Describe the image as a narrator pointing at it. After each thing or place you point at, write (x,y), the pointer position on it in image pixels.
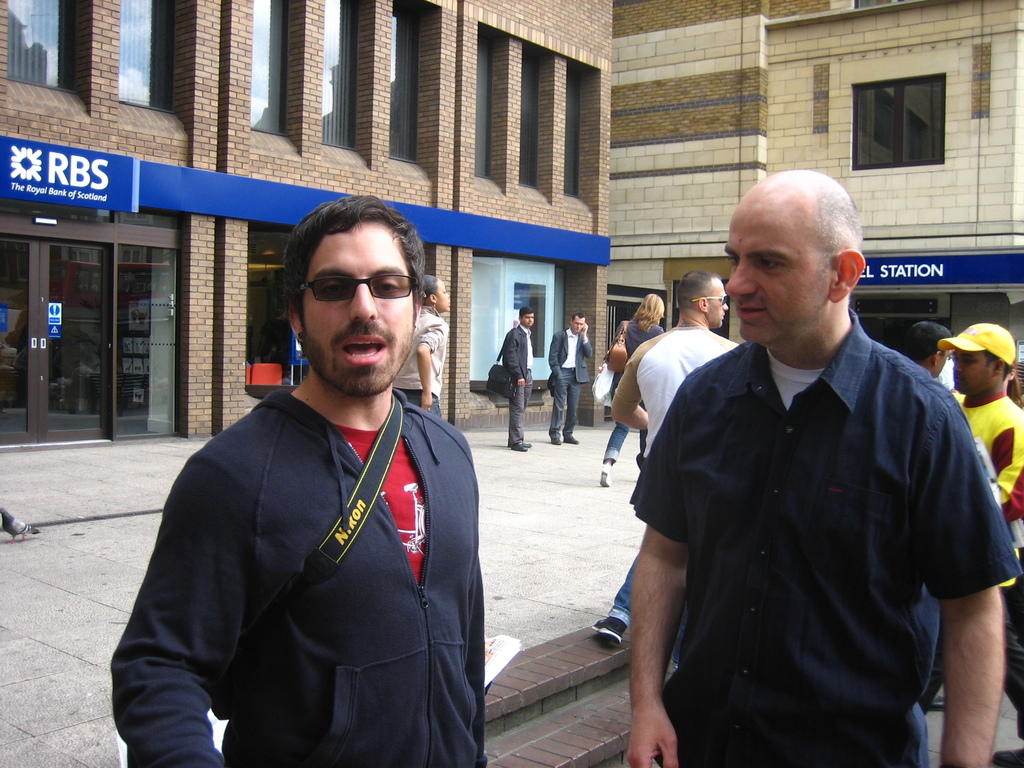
In this image we can see people (336,605) standing on the road (493,467). In the background (335,180) there are name boards (473,229) and buildings (442,263).
